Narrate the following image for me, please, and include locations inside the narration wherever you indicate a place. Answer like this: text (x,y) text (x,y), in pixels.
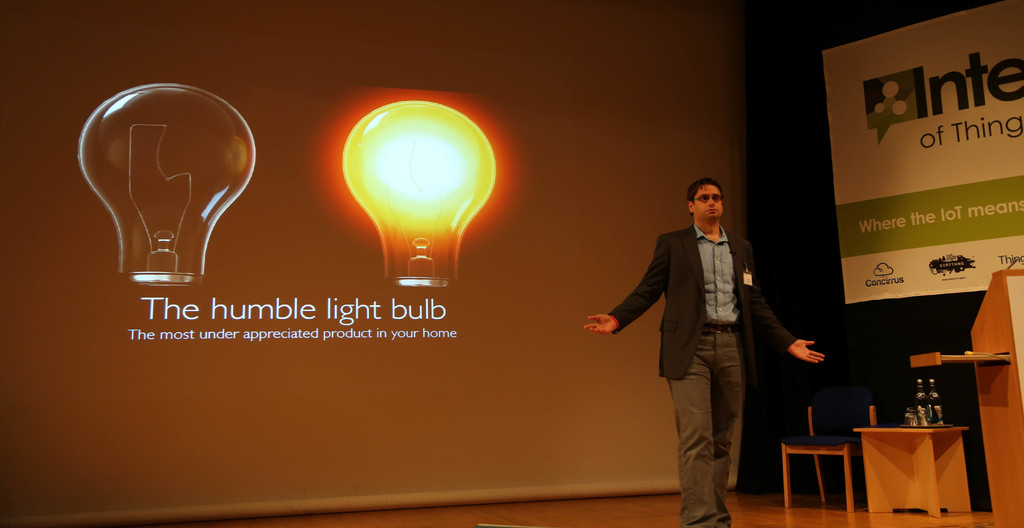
In this image I can see a person (676,294) standing wearing black blazer (694,274), blue shirt (735,297), brown pant (718,367). I can also see a chair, two bottles (931,409) on the stool (878,469), a podium (1002,271), a banner (906,141). Background (410,263) I can see two bulbs (406,246) on the screen (337,225).
